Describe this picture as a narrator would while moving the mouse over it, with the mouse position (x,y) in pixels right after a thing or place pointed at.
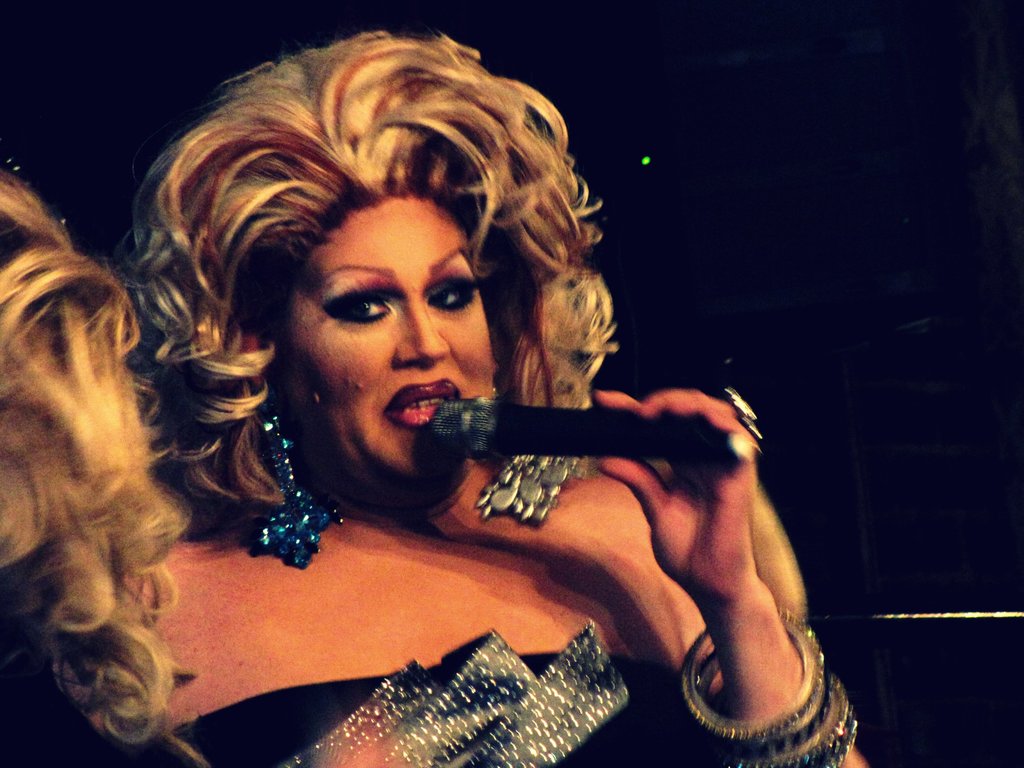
The woman (385,299) in front of the picture wearing a black dress (617,671) and bangles (800,734) is holding a microphone (475,429) in her hand (688,504). I think she is talking on the microphone (501,440). Beside her, we see the hairs (136,534) of the woman (123,531). In the background (706,227), it is black in color.
